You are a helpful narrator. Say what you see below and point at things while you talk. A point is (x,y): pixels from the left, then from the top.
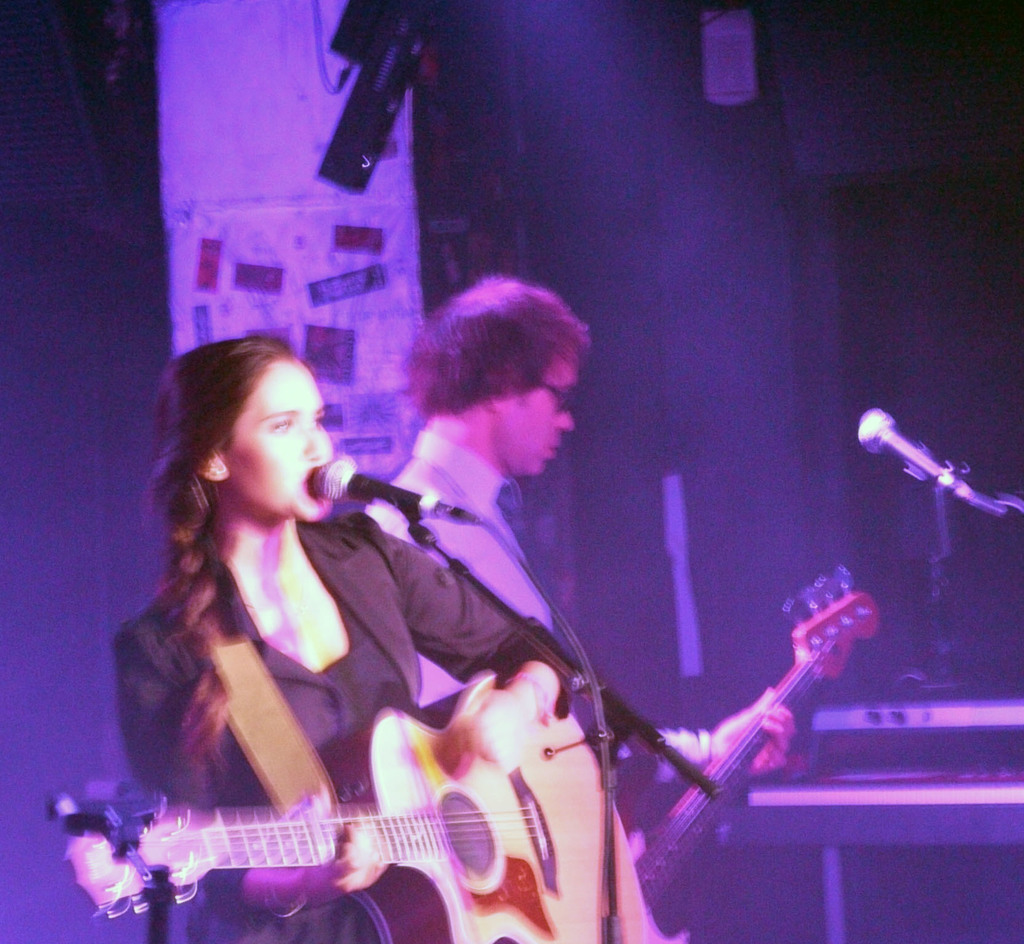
In this image we can see this lady (231,735) is singing through the mic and playing guitar (387,797). In the background (747,707) we can see a person (469,296) playing guitar (784,697) and there is a mic (906,447) in front of him.
